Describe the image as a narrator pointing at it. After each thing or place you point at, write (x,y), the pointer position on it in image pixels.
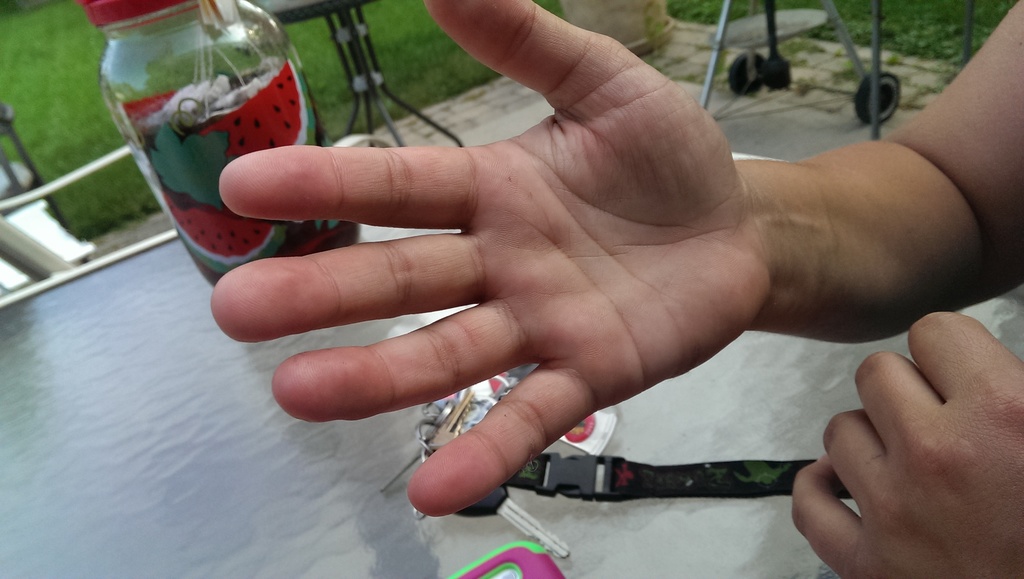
Here we can see person hands (937,497). We can see key (492,510), bottle (250,12) and objects (435,406) on the surface (125,406). Background (90,201) we can see grass (72,159) and table (362,3).
